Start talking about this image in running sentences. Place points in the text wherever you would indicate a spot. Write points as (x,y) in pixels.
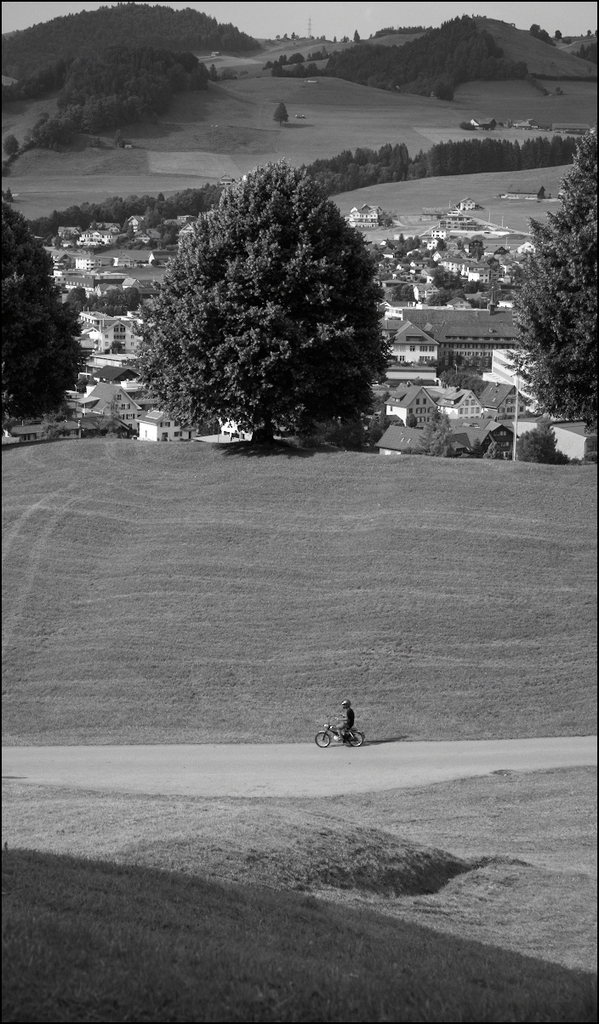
This is a black and white picture of a city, where there is a person (354,715) with a motorbike (353,743), and in the background (443,424) there are trees (307,407), houses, hills (378,45), sky (330,6).
